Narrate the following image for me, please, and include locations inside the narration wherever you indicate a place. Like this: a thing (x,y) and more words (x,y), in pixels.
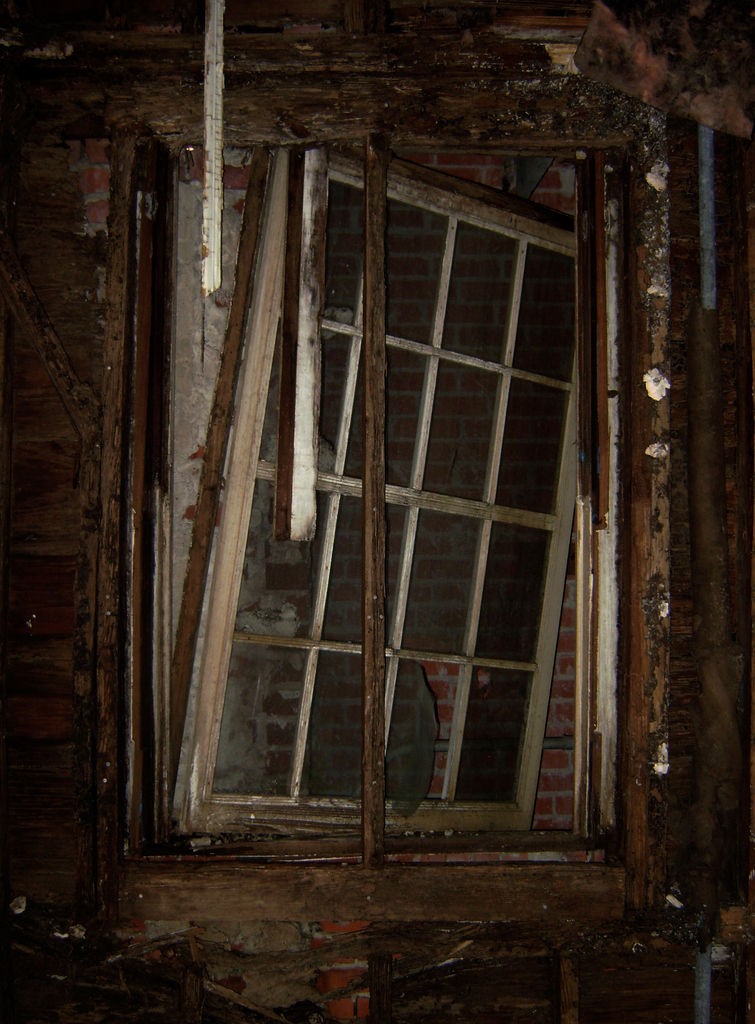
In this picture, we see a wall (25,706) or a building (25,706). In the middle (292,630), we see the window grids (490,805) and a window (419,708). Behind that, we see a wall (500,343) which is made up of brown colored bricks (568,729). On the right side (705,932), we see a pole (718,639).
